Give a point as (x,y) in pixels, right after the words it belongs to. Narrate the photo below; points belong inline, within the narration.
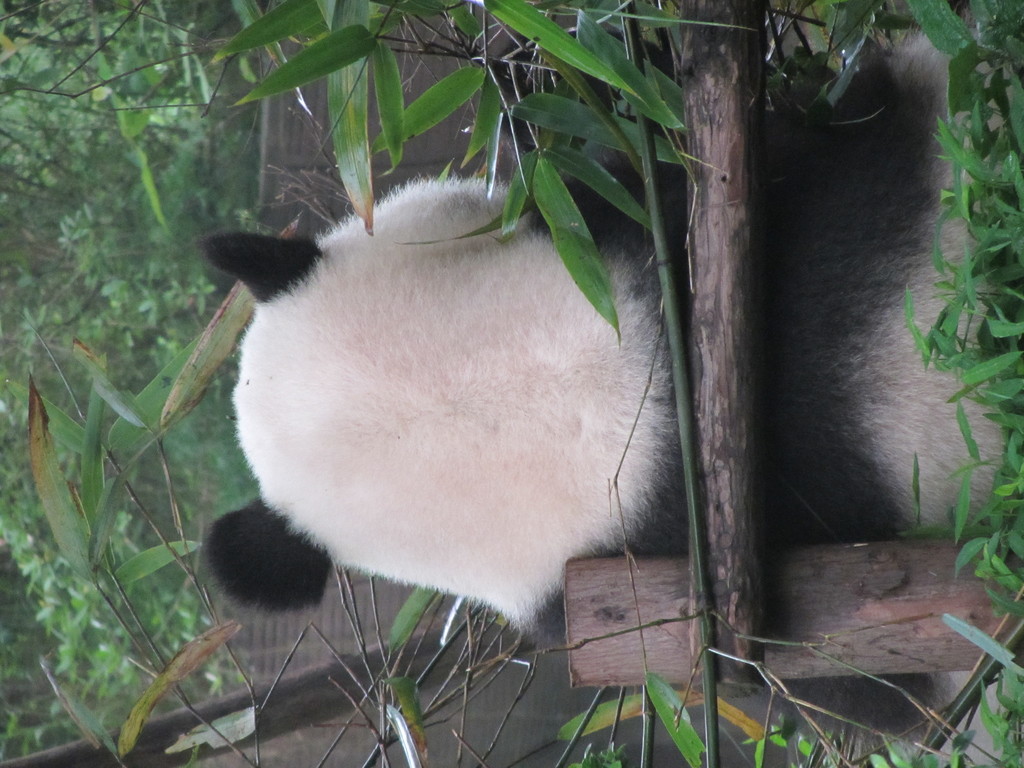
On the right side (981,287) corner of the image there are leaves (1004,547). Behind them there are wooden poles (703,456). Behind them there is a panda (544,233) sitting. And also there are leaves (235,736). In the background (121,341) there are trees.
